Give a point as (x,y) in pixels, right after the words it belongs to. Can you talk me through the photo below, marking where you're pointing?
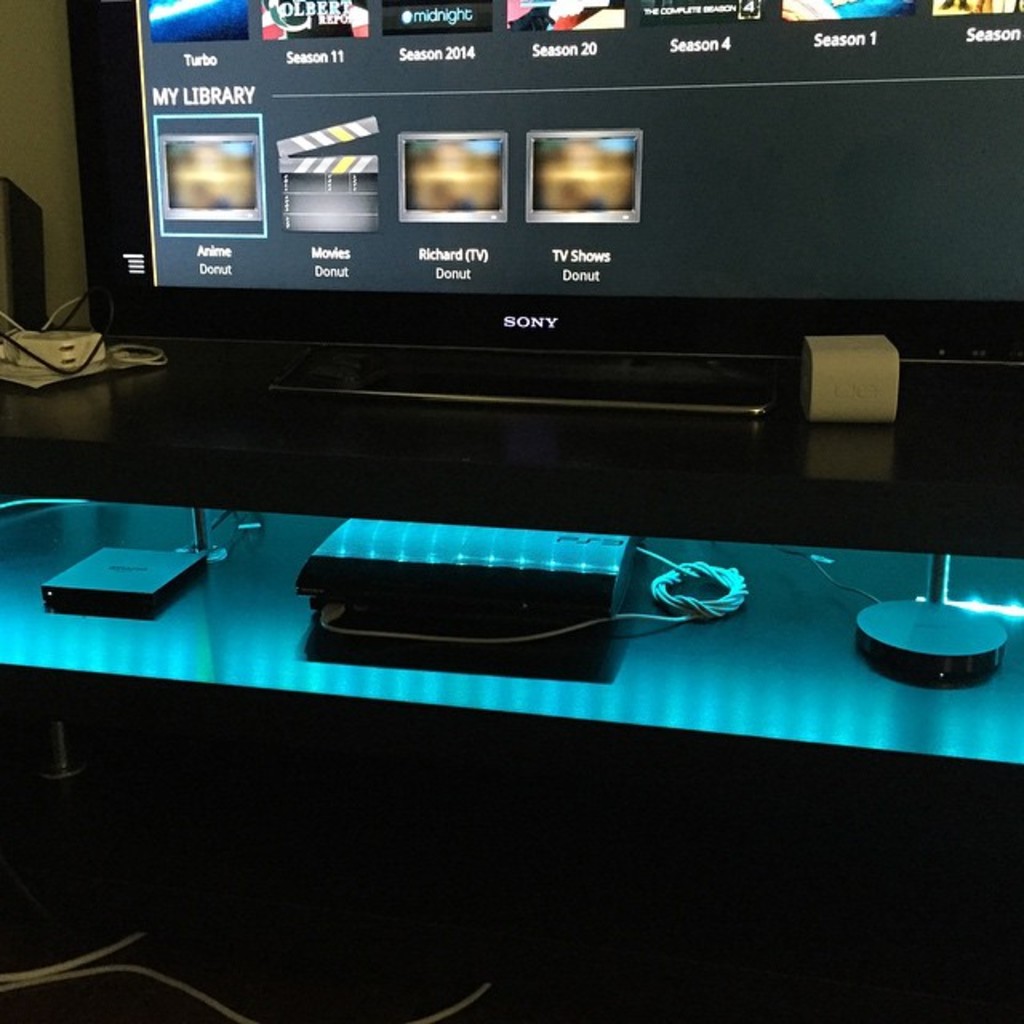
In this image I can see a black colored desk (644,493) and on the desk (644,485) I can see a television screen (606,295) which is black in color, a extension box (65,347) and few wires (96,345). Below the desk (620,520) I can see few electronic gadgets (484,569) and few wires (693,572). I can see few wires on the floor (67,1017) and the cream colored wall (36,77).
